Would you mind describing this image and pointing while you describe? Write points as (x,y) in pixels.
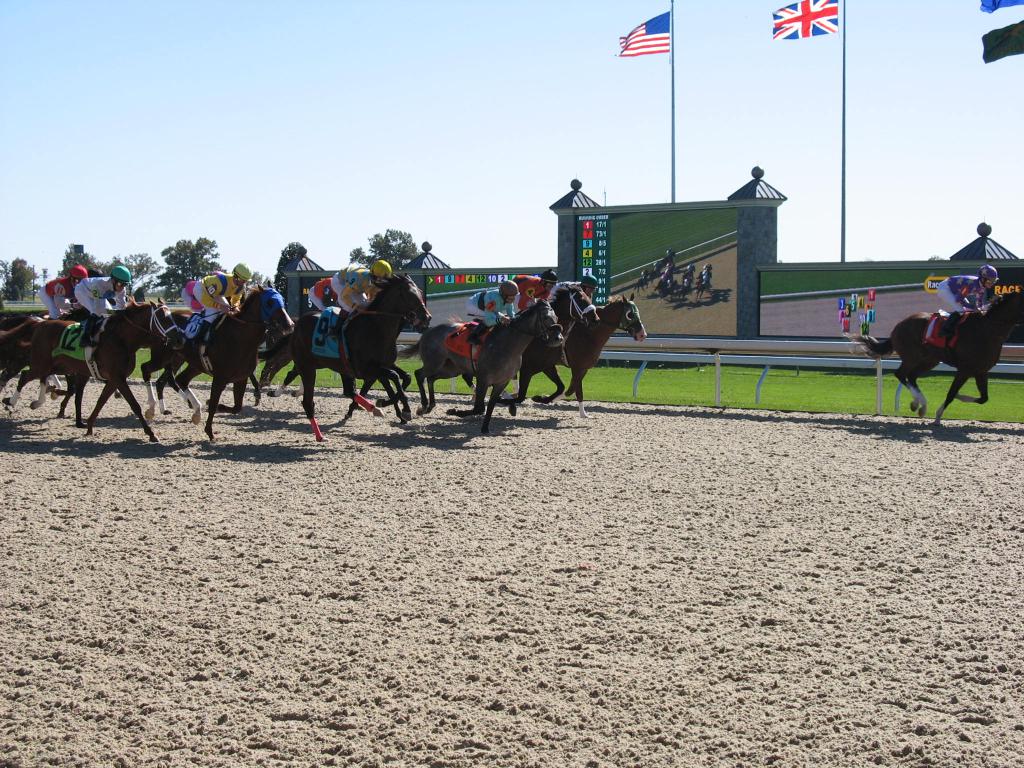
In this image a race is going on. There are many people (83,305) riding horse (632,319). In the background (843,286) there are trees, wall (425,273), screen (449,296), flags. Here there is grass (826,387) on the ground (773,382). The sky (432,187) is clear.
